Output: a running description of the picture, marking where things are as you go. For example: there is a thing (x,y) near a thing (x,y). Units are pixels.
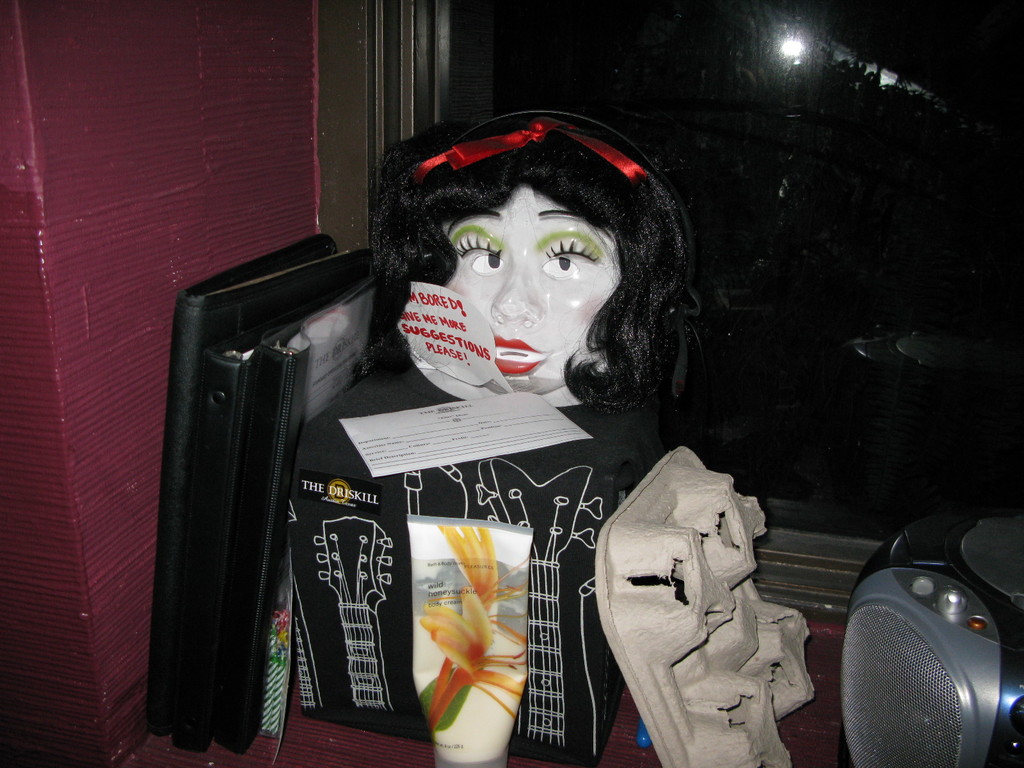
In this image I can see the mask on the black color object (568,482) and I can also see few files (196,288) and few objects (724,575) and the wall (220,121) is in maroon color. In the background (500,64) I can see the glass window (702,84).
